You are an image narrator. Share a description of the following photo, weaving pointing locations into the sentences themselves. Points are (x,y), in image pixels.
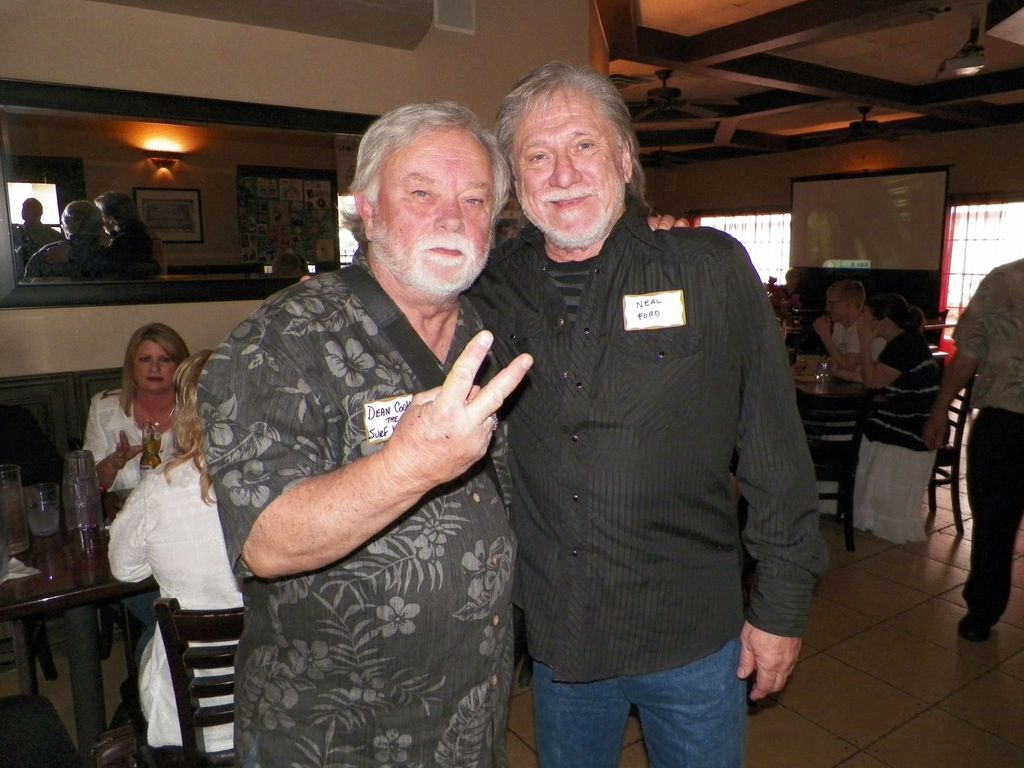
There are two persons (475,381) standing and wearing badges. There are tables (75,576) and chairs (825,461). Some people (200,527) are sitting on chairs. On the table (62,578) there is a glass (48,522) and jars (74,501). In the back (70,316) there's a wall (161,319). On the wall (66,330) there is a mirror (196,211). On the mirror (178,232) there are reflections (200,221) of photo frames (253,211) and light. On the right side (760,245) there are windows (771,232).
